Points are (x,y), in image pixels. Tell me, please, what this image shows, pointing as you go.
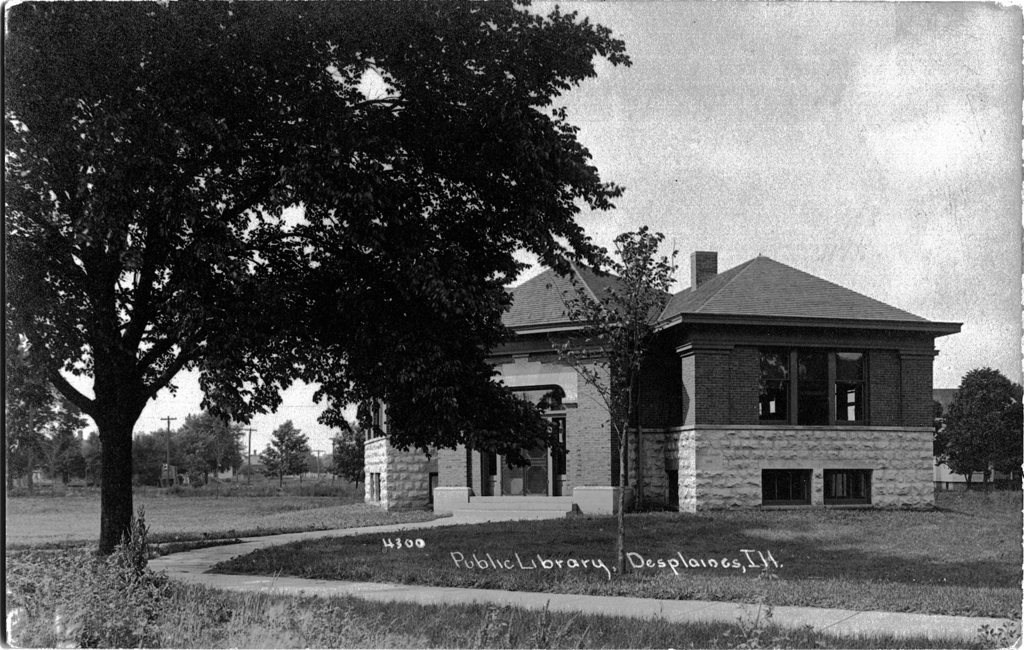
In this given picture, We can see couple of trees (222,464), ground (183,498), a electrical poles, sky (835,257) and a few houses (546,308) and there is a route (456,516) which leads to house (637,382).
